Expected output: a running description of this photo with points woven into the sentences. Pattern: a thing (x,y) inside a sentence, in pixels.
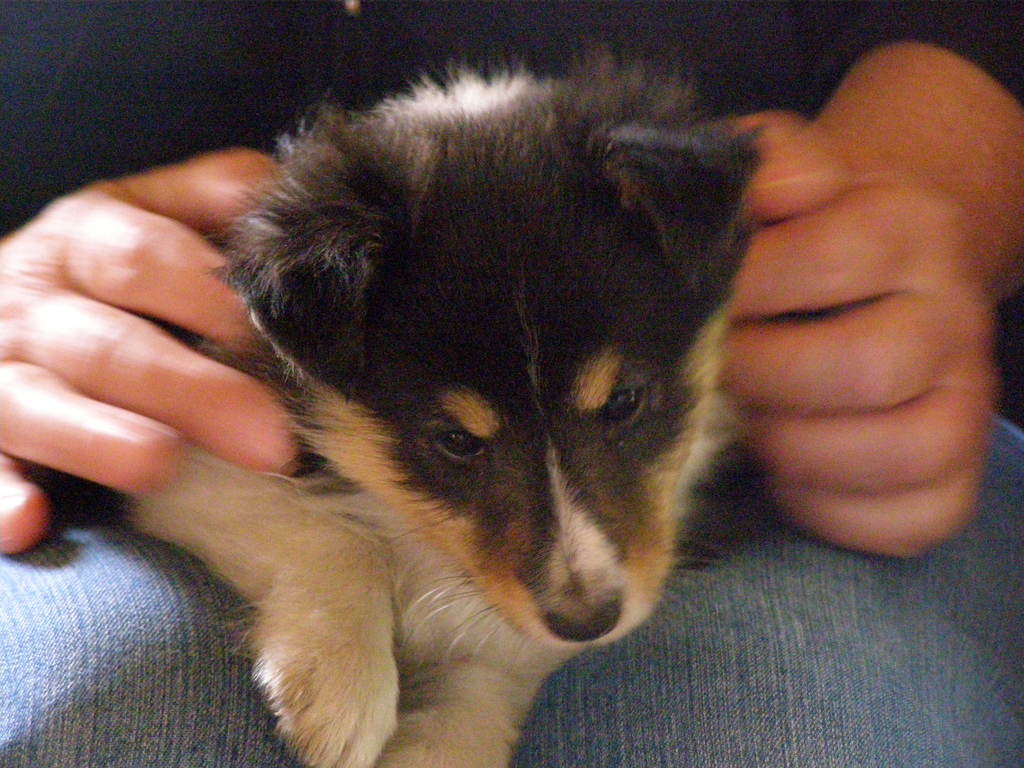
In this image there is a person (901,465) holding a dog (434,515).
